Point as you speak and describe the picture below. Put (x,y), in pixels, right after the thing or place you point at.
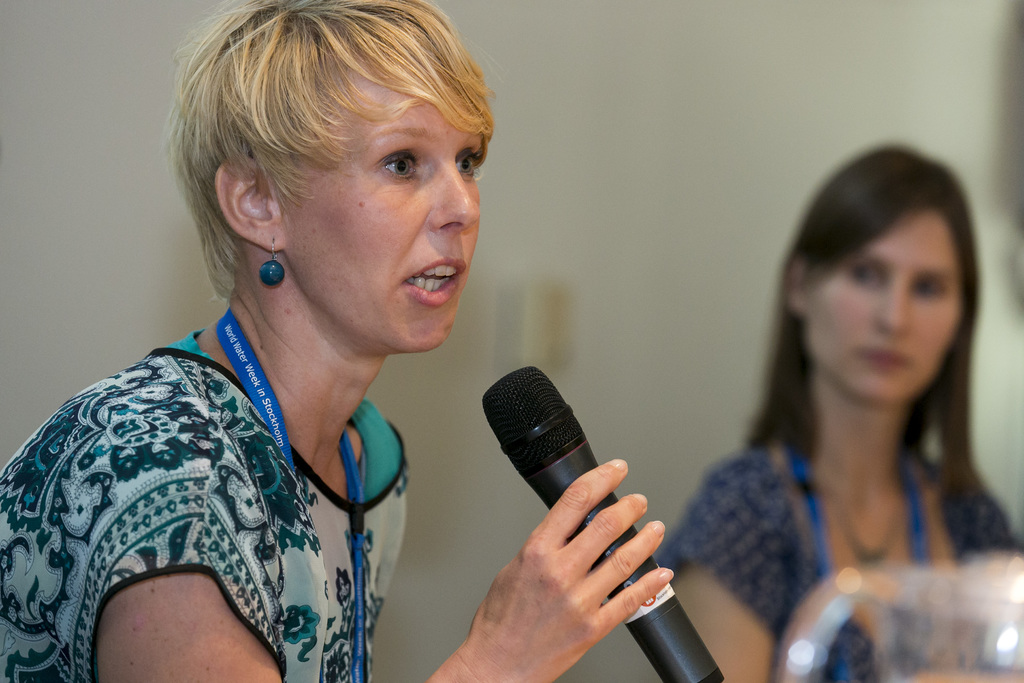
In this image I see a woman (578,483) who is holding the mic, In the background (772,679) I see another woman (753,440).
